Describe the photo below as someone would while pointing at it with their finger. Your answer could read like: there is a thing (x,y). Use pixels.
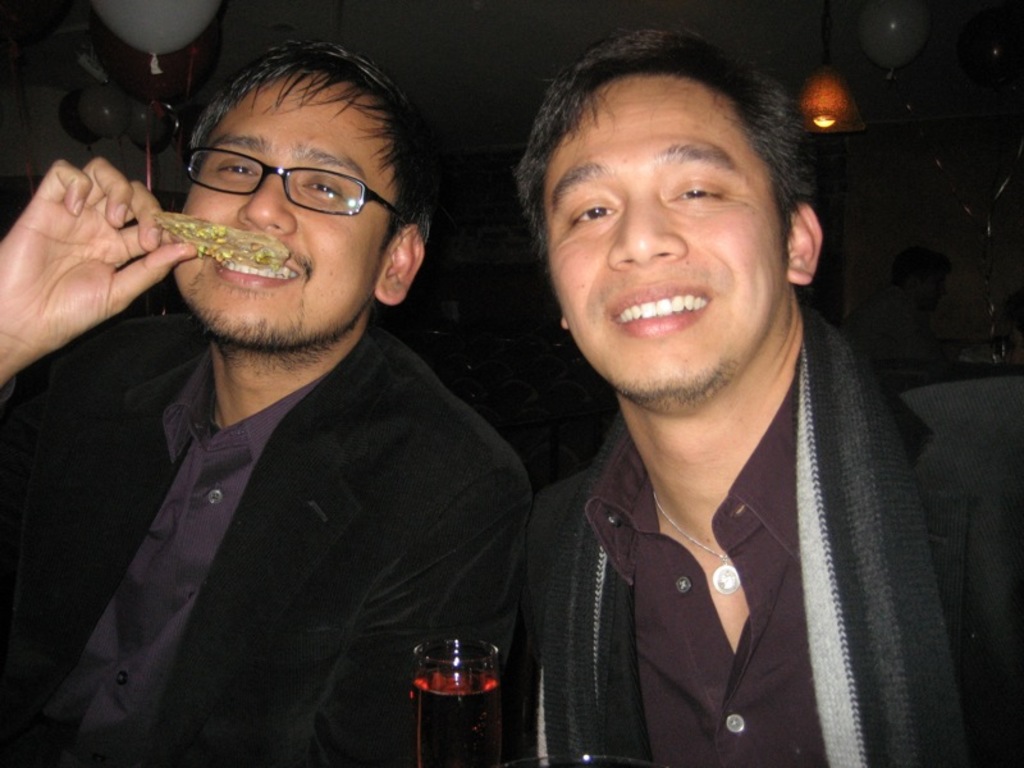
Here in this picture we can see two persons (368,403) and in the middle of it we can see a glass of drink (491,674) present and we can see both are smiling and the person (395,364) on left side (330,277) is holding something to eat and both are wearing black colored jackets (405,499) on them, behind them we can see balloons (161,58) and lights (837,111) present here and there.
